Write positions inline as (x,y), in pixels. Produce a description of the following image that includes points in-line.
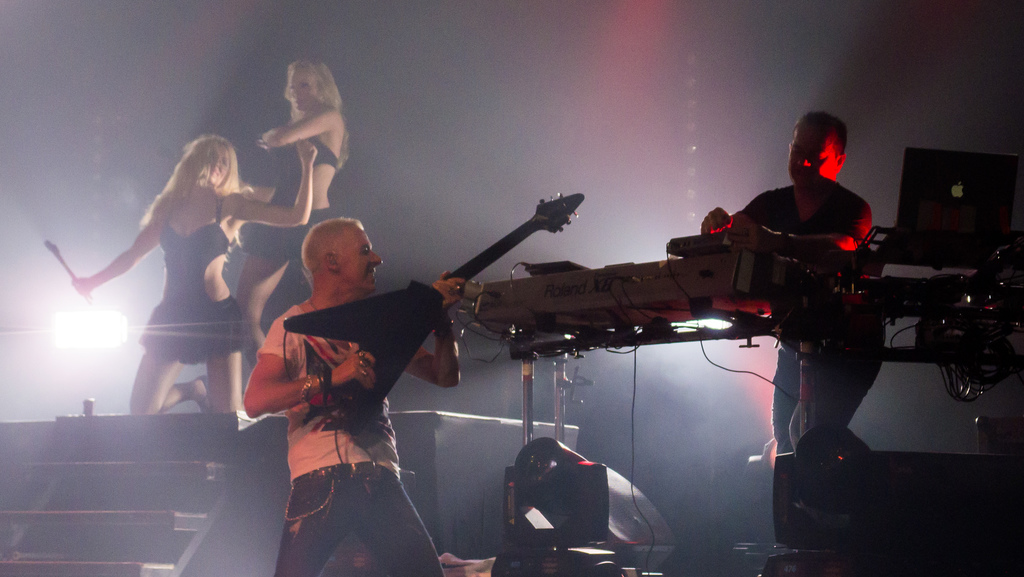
In this image the two person (336,451) are playing the musical instrument (391,352). The two girls (216,320) are dancing.
